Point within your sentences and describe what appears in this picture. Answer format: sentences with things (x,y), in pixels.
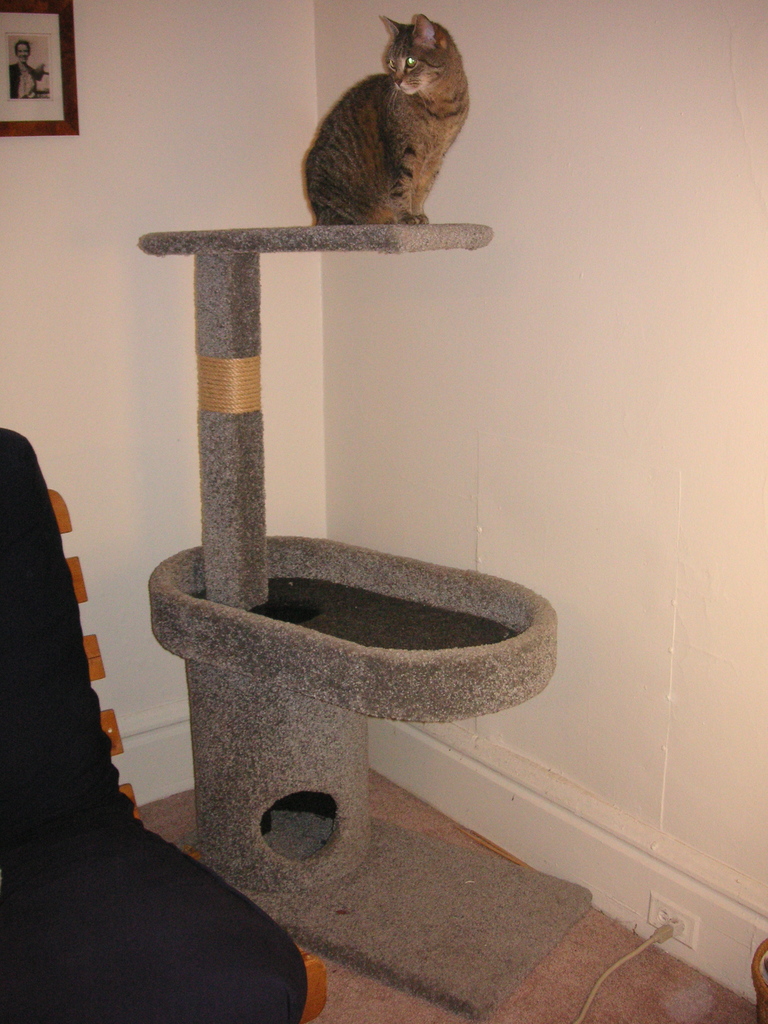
In the middle of the image (325,673) there is a stand (231,370) with a cat (380,79) is sitting on it. At the right bottom of the image (672,937) there is a plug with a wire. In the background (145,210) there is a wall (145,210). At the top left corner of the image (55,69) there is a frame (64,84) on the wall (706,948).
